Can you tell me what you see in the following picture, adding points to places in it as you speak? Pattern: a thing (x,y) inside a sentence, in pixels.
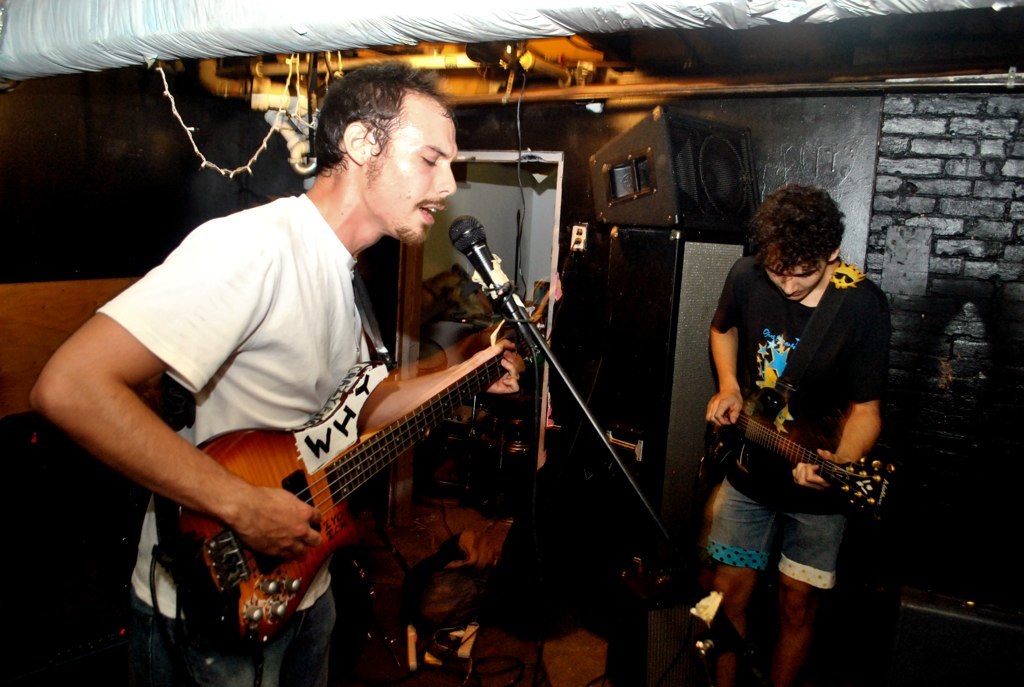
This picture shows a man (161,686) playing a guitar (359,368) and singing with the help of a microphone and we see a other Man (839,260) playing guitar (743,471).
